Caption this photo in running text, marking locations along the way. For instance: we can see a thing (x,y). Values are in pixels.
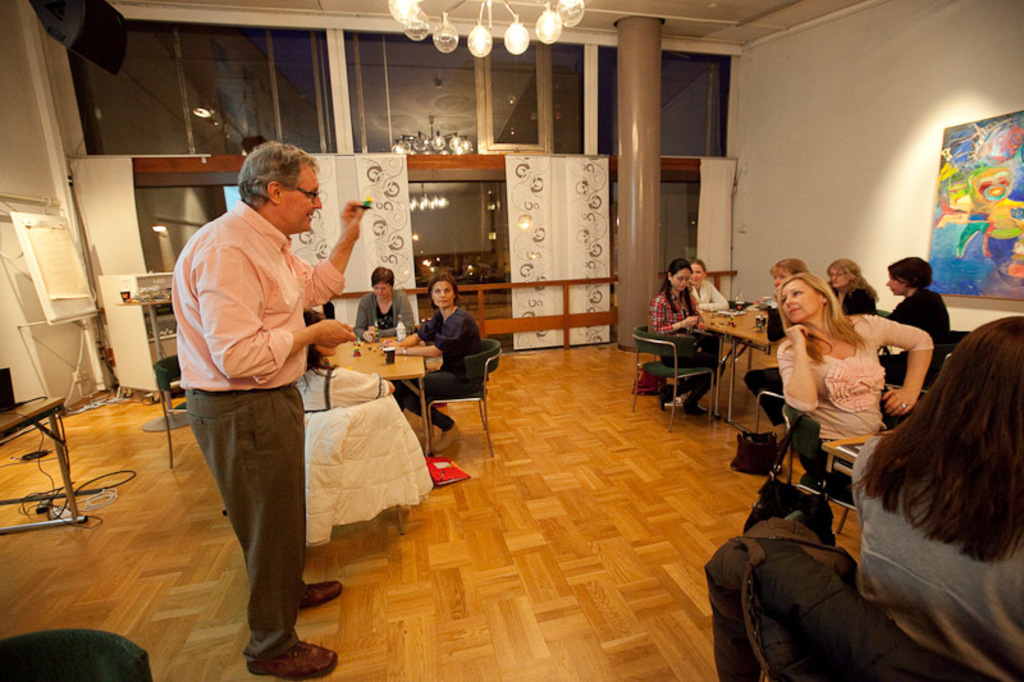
In this picture we can see a group of people (305,292) where some are sitting on chairs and one man (282,305) is standing holding some toy (367,207) in his hand (354,212) and smiling and in front of them on table (726,317) we have bottles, glasses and beside to the chairs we have bags (742,458), books (461,475) and in the background (587,174) we can see wall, curtains (594,185), pillar (642,194). light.
